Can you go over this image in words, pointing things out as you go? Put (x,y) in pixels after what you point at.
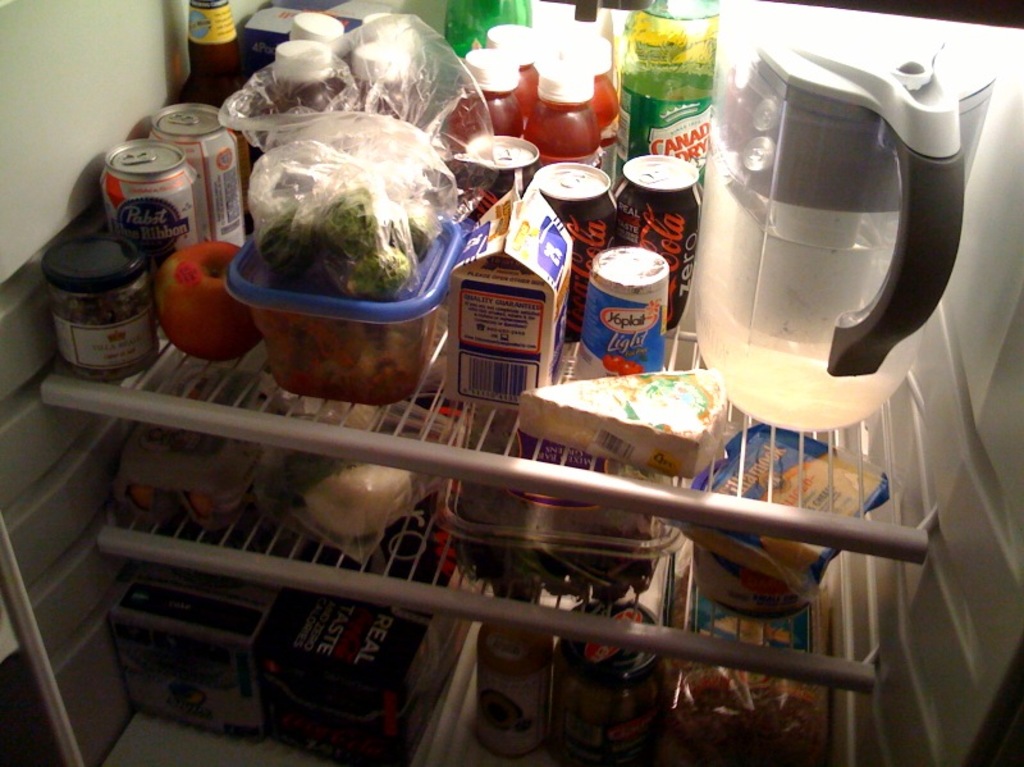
In this image we can see the fridge (717,306), on the racks (342,570), there are soda cans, bottles (533,676), fruits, food items (778,547), jars (614,710), jugs (748,390), boxes (532,360) and some other objects (376,167).
